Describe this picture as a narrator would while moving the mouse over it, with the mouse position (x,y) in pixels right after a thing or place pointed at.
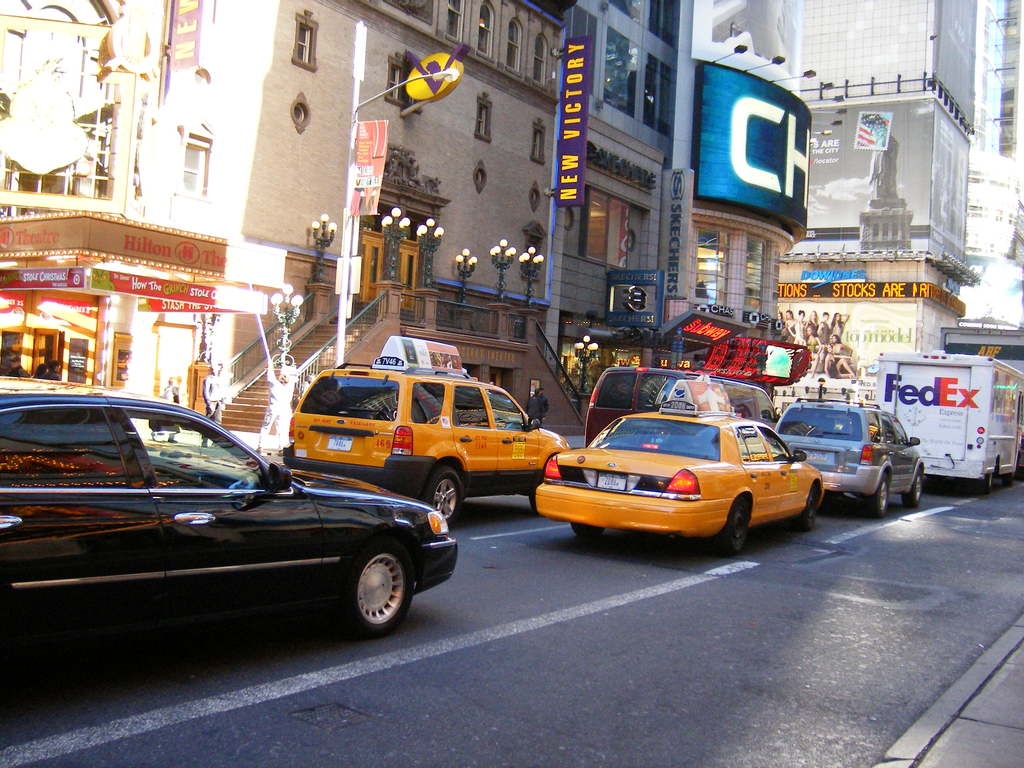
In this picture we can see few vehicles (654,454) on the road (651,607), beside to the vehicles (336,388) we can find few people (208,399) are standing on the pathway (251,431), in the background (254,294) we can see few hoardings (109,229), poles (346,316), lights (322,252) and buildings (636,130).
